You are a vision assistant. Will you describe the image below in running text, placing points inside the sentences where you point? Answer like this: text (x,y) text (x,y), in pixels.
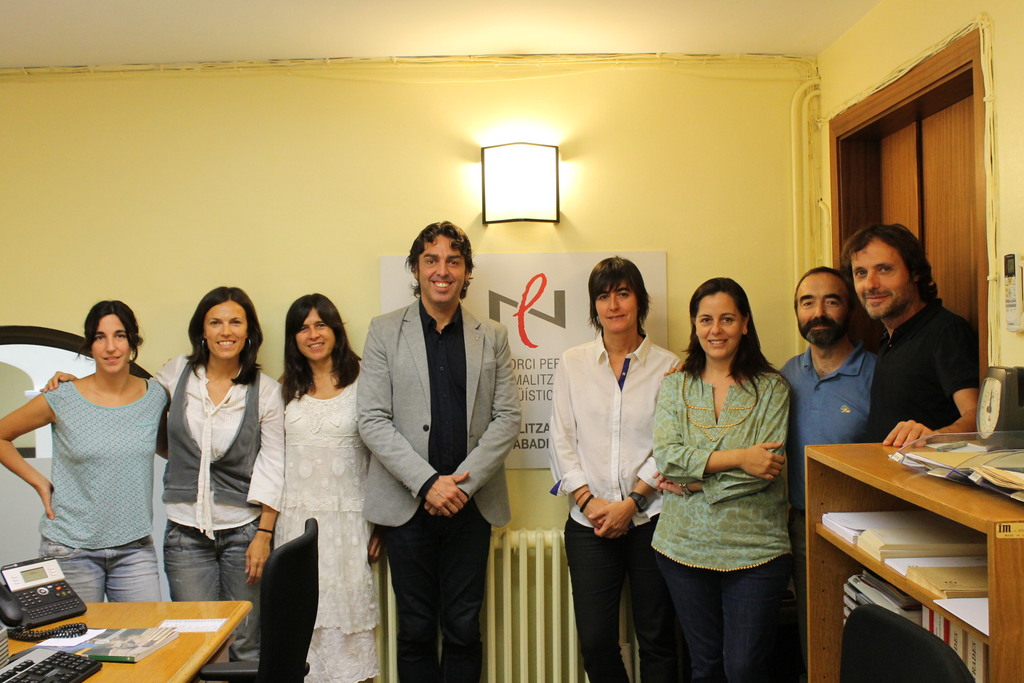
As we can see in the image there are group of people (414,419) standing. Behind them there is a yellow color wall (150,361). In the front (238,626) there is table (193,639). On table (157,668) there is a book (88,647), phone (40,593), keyboard (73,655) and on the right side (955,587) there is a shelf (932,605) with books (899,554) and clock (988,433).
